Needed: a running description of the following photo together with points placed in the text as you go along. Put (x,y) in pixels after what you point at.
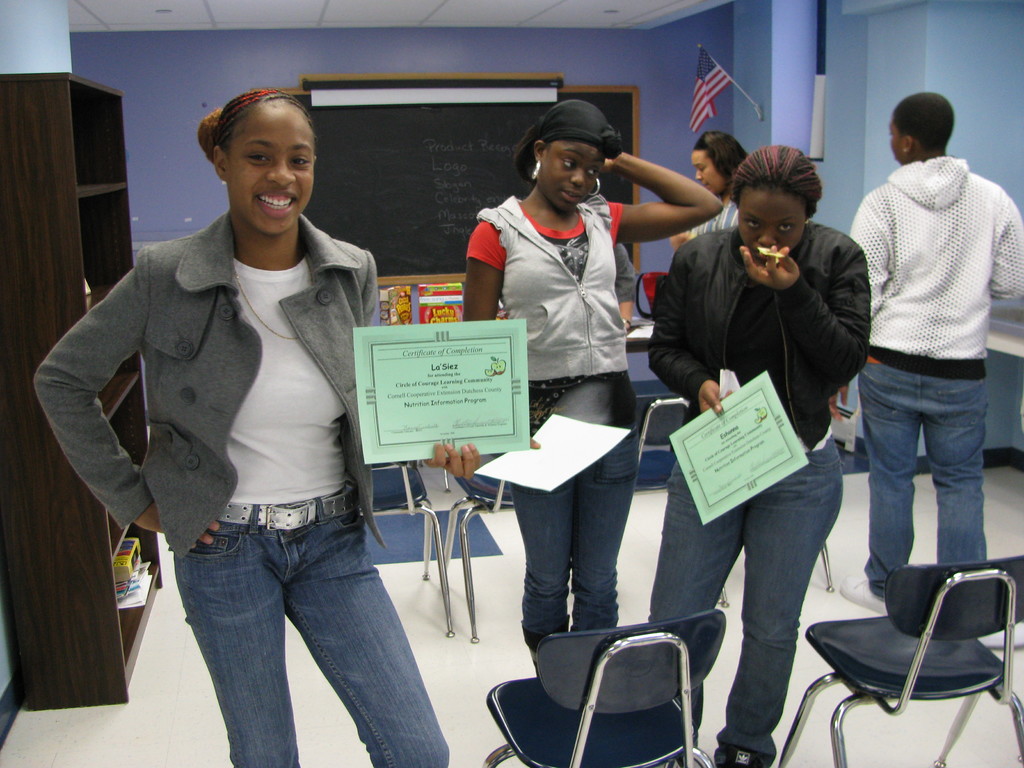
On the background (444,59) we can see a wall (463,59) and a black board (482,123). We can see persons (1011,259) standing on the floor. We can see this woman (443,456) holding a certificate (431,405) in her hand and giving pose to a camera. We can see chairs (598,662) on the floor (712,684). This is a rack (111,561) and here we can see box (132,560) and papers (130,605) in it. This is a flag (707,89) on a wall (674,36).
